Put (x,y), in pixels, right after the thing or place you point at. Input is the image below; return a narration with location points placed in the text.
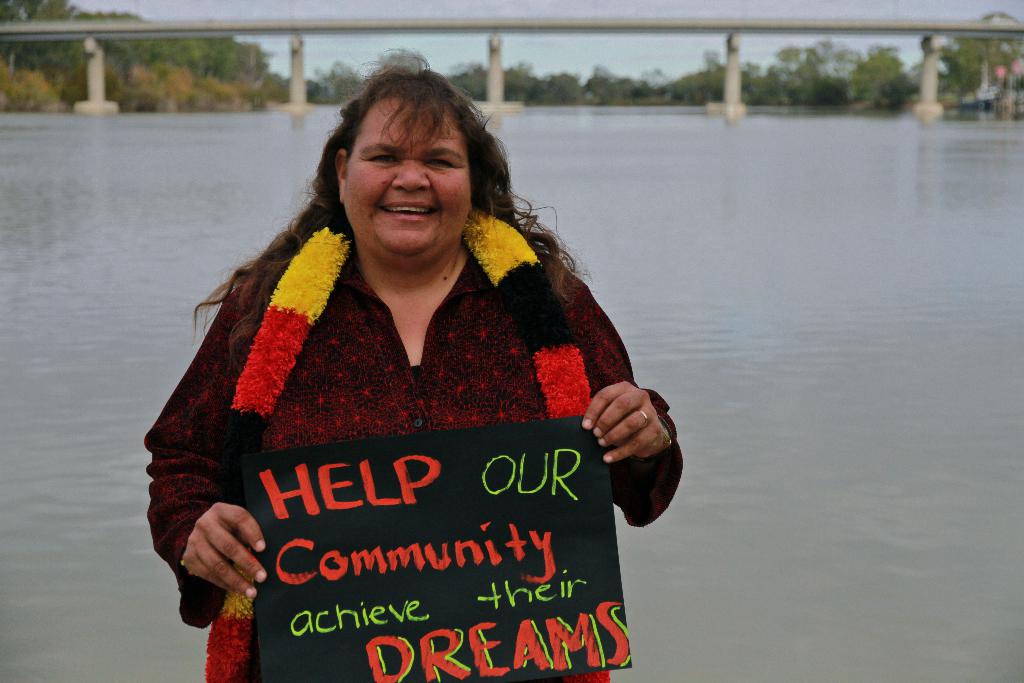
In this picture we can see a woman (379,279) is holding a board (431,617). On the board (376,588), it is written something. Behind the woman (387,294) there is a lake (262,167), bridge (19,30), trees (205,42) and the sky (536,42).
